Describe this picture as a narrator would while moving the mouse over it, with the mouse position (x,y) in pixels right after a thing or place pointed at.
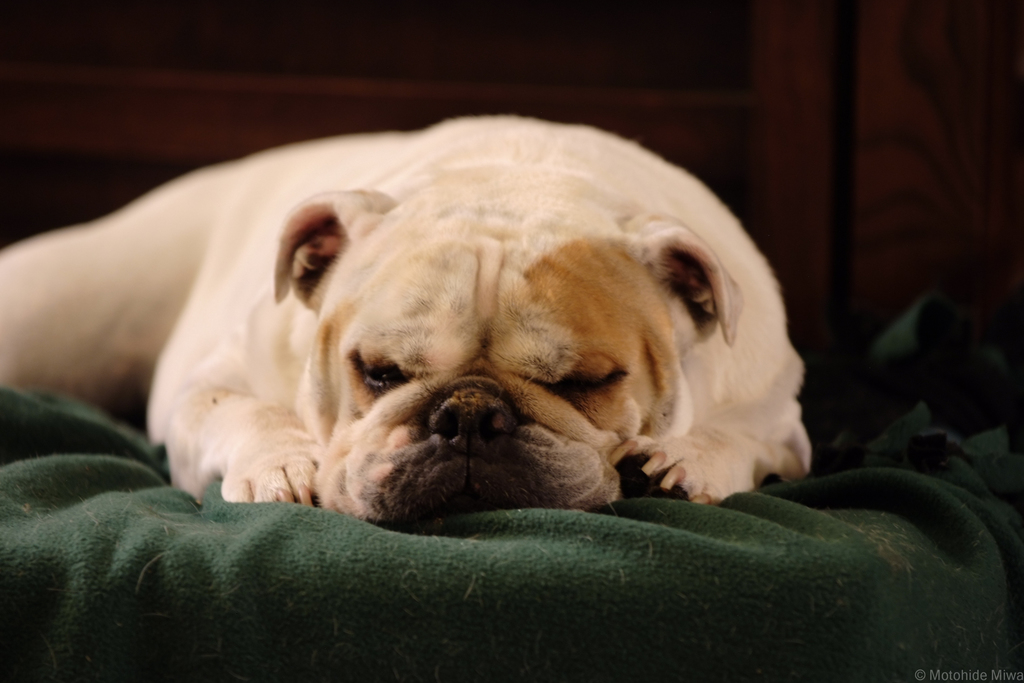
In this image, we can see a dog (379,372) lying on a green colored cloth (753,552).
